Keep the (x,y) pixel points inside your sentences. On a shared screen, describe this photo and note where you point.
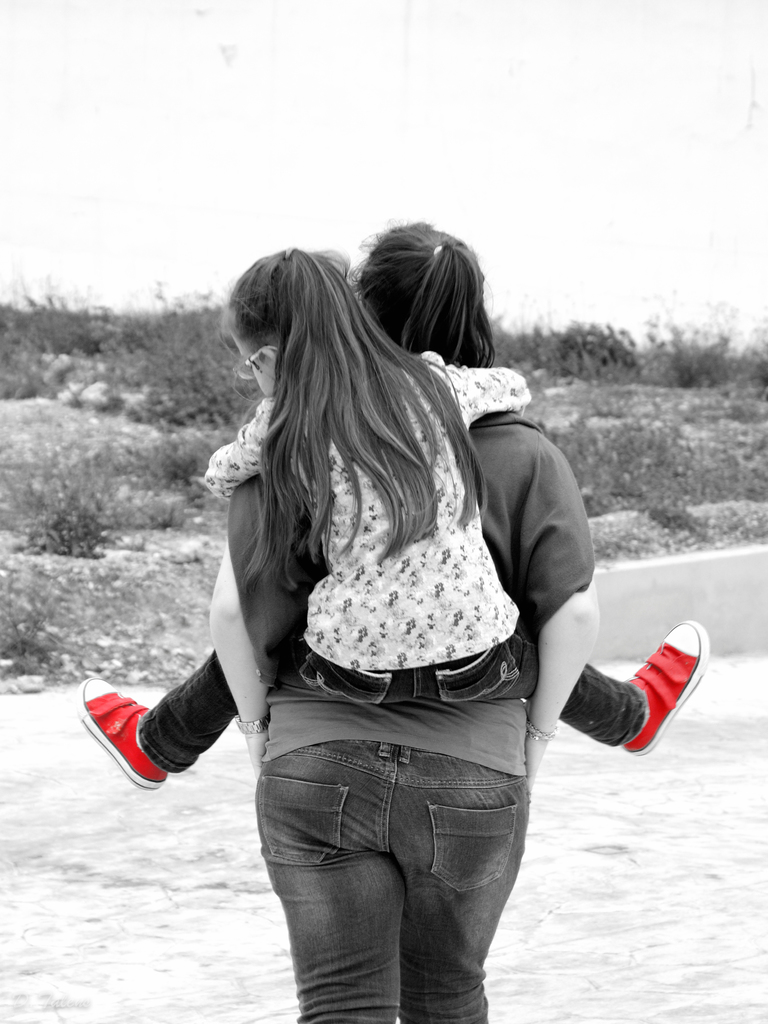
This image consists of a woman (429,761) holding a child (430,679) and walking. At the bottom (78,961), there is a ground (79,934). In the background (110,334), there are plants (83,545).
